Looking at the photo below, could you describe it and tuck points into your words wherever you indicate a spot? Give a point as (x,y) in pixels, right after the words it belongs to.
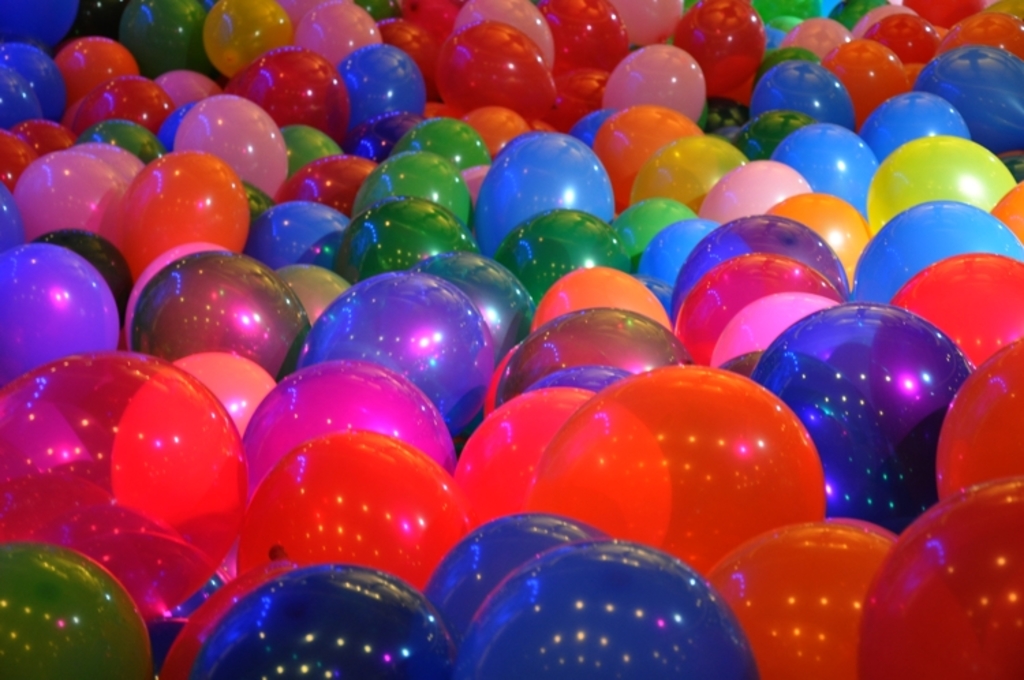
In this picture we can see a group of balloons (449,356).
